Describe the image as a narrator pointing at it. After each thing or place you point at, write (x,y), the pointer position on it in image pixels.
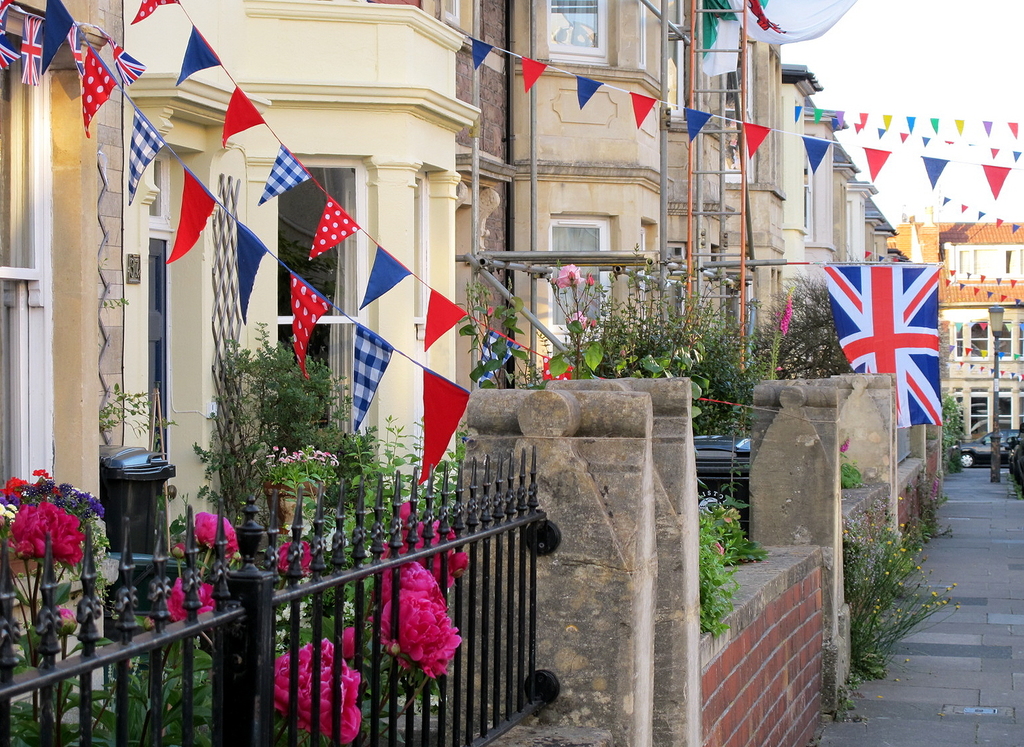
In this image we can see sky (916,94), buildings (1002,365), street pole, street lights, grill (274,517), bins (154,495), trees (323,437), plants (878,566), flowers (439,603), grass (857,559), decors (932,305) and road (906,667).
